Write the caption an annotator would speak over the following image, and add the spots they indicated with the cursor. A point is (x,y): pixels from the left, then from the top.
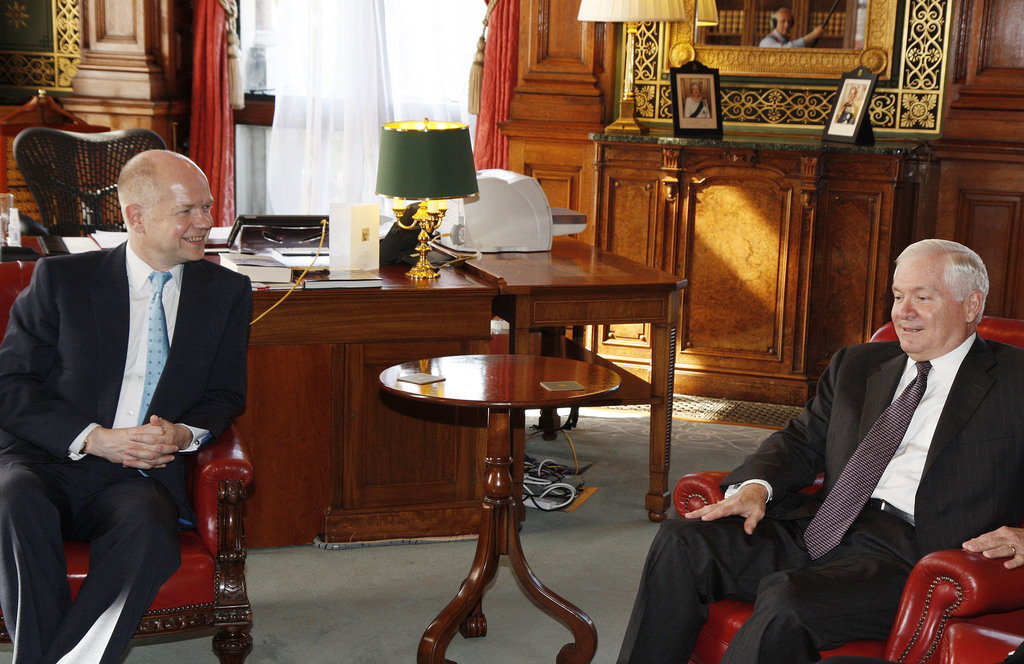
Here we can see two old men (139,160) sitting on chairs (680,492) laughing having a table (411,387) in front of them and behind them there is a table (561,290) having a lamp (393,140) and some other books (267,261) and some other things (515,222) and there are photo frames (700,97) present here and there and there is a curtain (441,86) in the middle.
